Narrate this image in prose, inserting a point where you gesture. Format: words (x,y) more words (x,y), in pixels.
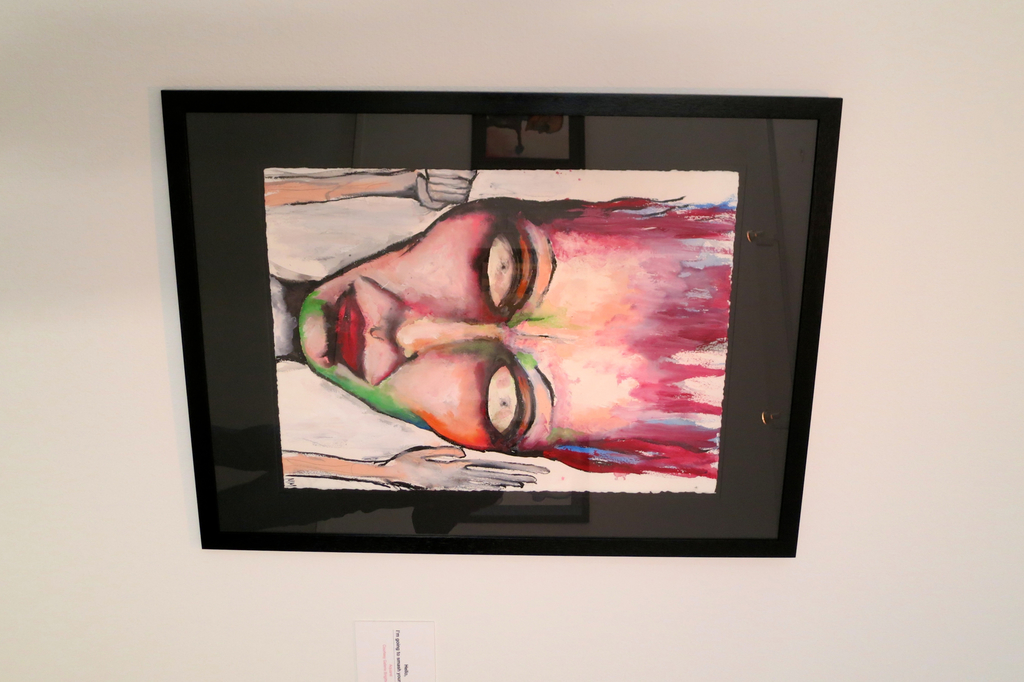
In this image there is a painting (465,341) of a person (474,292), there is a photo frame (239,176), there is a card (395,642) truncated towards the bottom of the image (403,653), there is text (388,653) on the card (396,651), at the background of the image (97,161) there is the wall (897,142) truncated.
